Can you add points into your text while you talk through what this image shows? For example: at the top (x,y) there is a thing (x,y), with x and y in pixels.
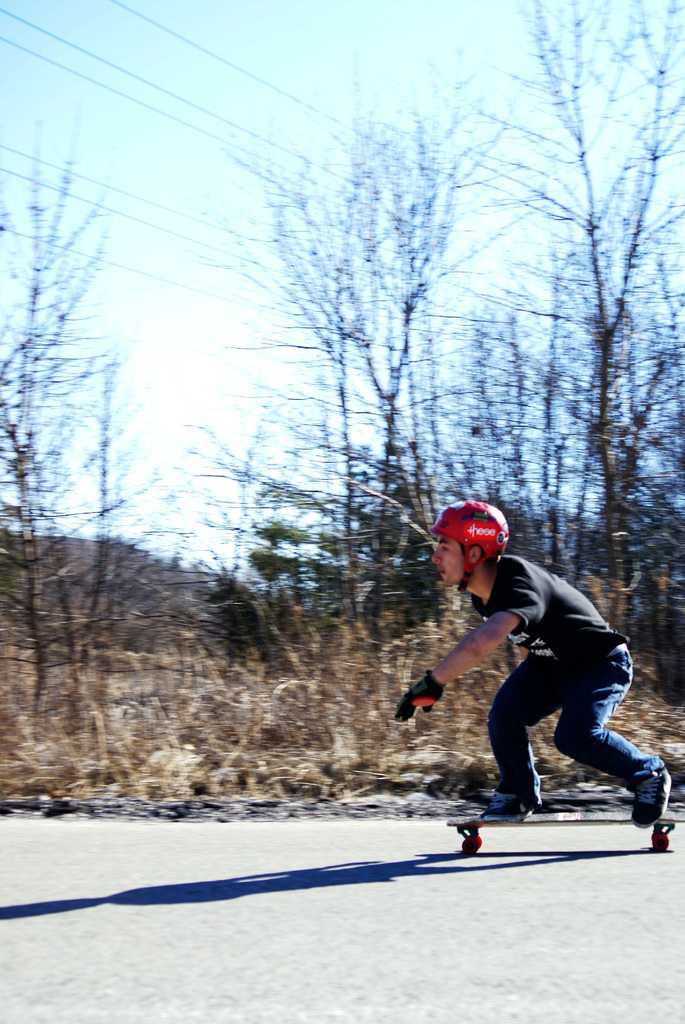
In this image we can see a person (557,662) on the skateboard (470,850) with helmet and in the background (326,468) there are few trees (666,545), wires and the sky (299,270).
